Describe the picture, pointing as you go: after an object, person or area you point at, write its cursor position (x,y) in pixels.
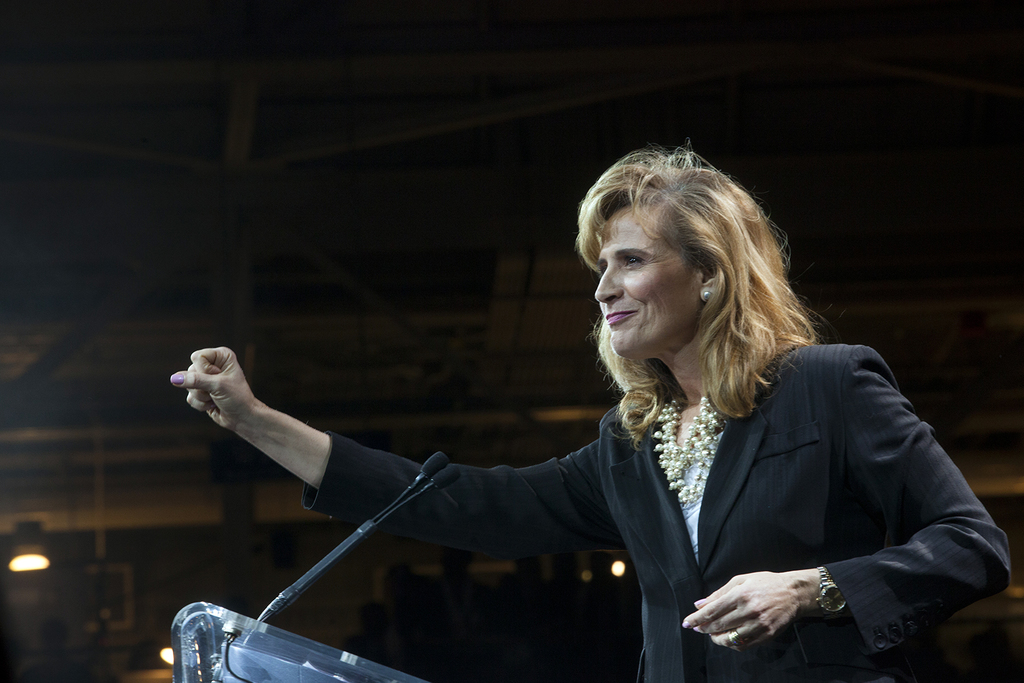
In this picture there is a woman (754,449) wearing black color suit (787,627), standing at the speech desk (325,670) smiling and giving the speech. Behind there is a dark background (261,496).
